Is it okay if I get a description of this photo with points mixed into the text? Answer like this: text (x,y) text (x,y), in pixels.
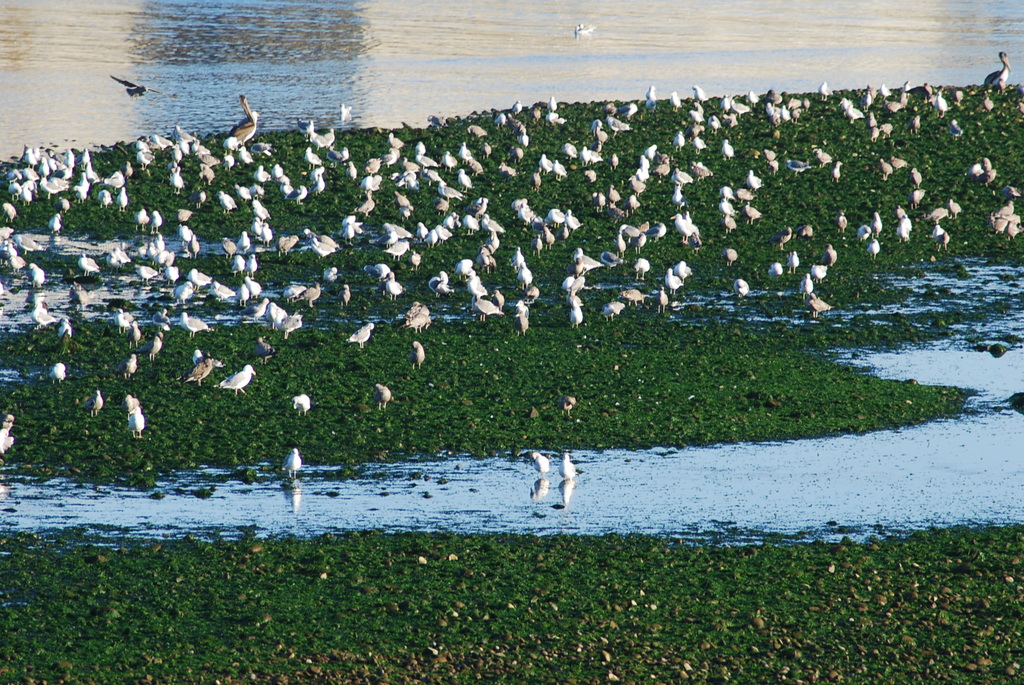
As we can see in the image there is grass (533,254), water (461,23) and birds (79,291).
